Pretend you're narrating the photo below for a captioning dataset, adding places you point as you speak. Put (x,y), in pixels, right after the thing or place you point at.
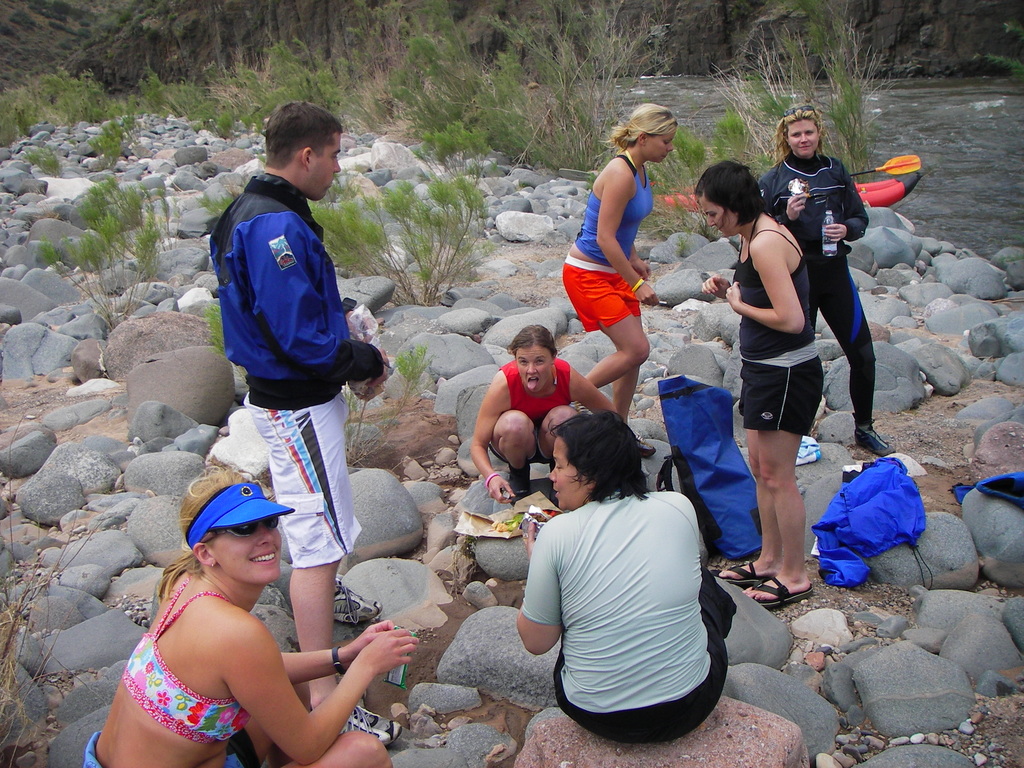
In the center of the image (636,471) there are people (133,659) on the stones (730,317). In the background of the image (511,102) there is grass (475,97) and water (964,101).
